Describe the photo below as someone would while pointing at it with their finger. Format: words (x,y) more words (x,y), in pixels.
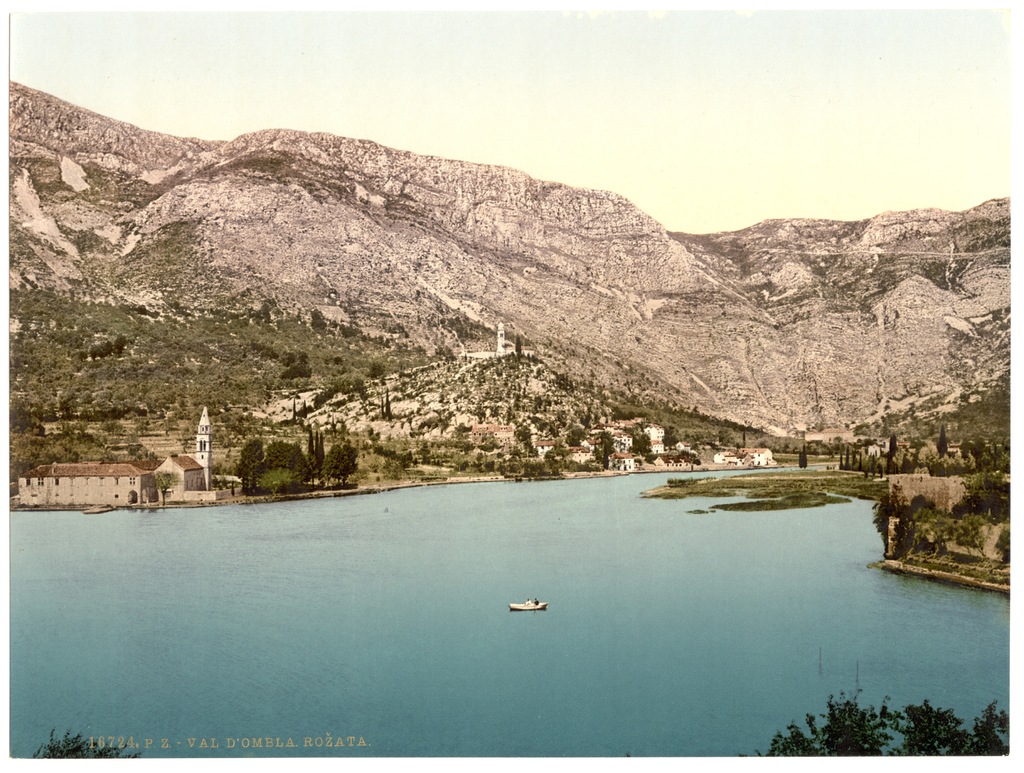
In this image we can see a boat (534,601) on the water (541,572), there are some buildings (127,477), trees (225,481), towers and mountains (417,269), in the background (325,122), we can see the sky (325,122), at the bottom of the image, we can see the text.
